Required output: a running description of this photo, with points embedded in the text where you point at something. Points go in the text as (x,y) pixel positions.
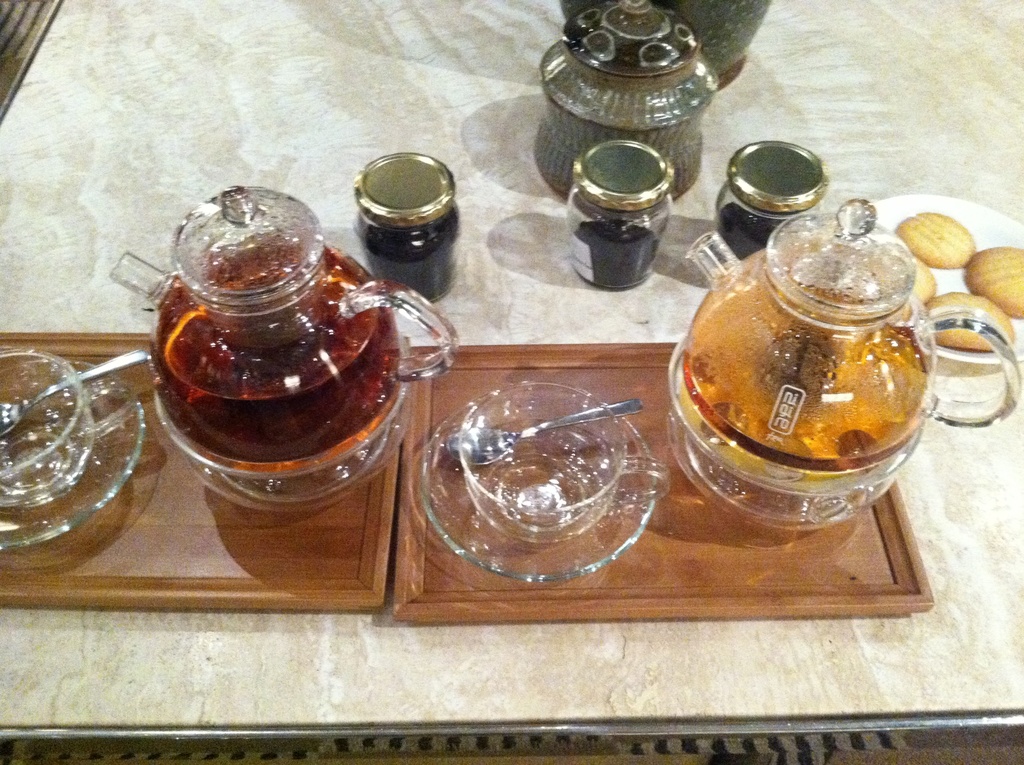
In this image there is a table (971,540) and we can see jars (661,176), cup (599,493), saucers (439,518), trays (279,542), plate (929,211), biscuits (971,295) and a vase (730,58) placed on the table (390,632). We can see jars (655,165) containing a dark substance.
